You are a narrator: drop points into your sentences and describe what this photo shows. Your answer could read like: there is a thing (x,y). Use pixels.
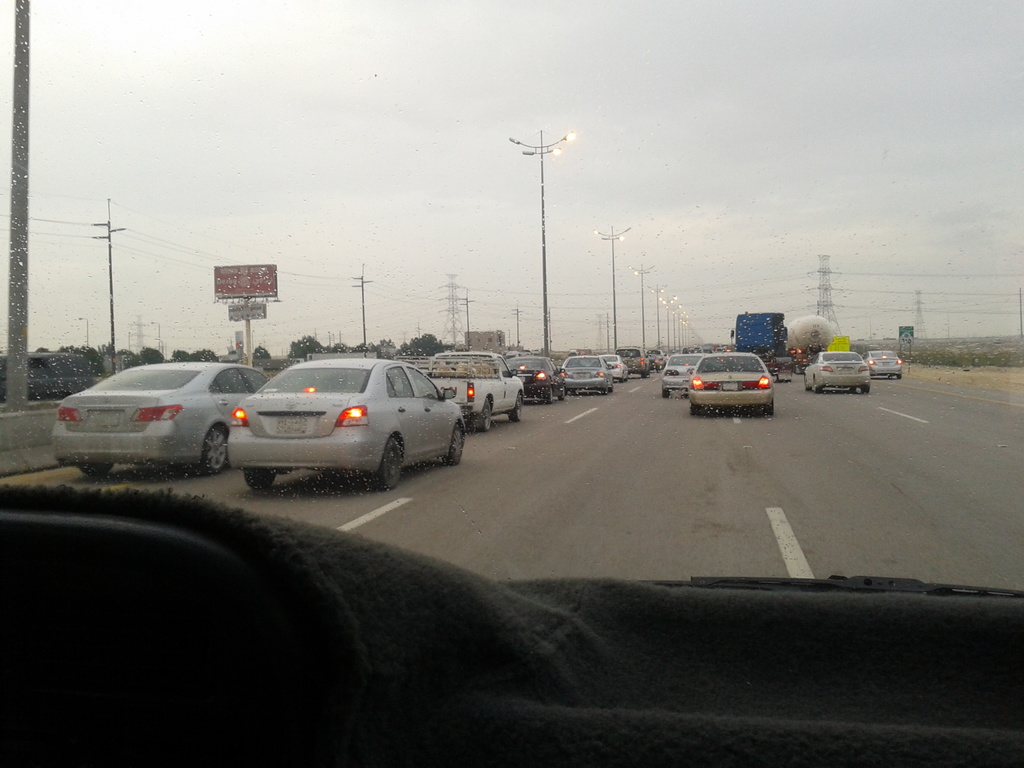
This image is taken through the glass (547,529) of a vehicle (554,583), where we can see vehicles (780,362) moving on the road (621,412), poles (467,300), towers (450,329), trees (310,341) and the sky (302,175).
